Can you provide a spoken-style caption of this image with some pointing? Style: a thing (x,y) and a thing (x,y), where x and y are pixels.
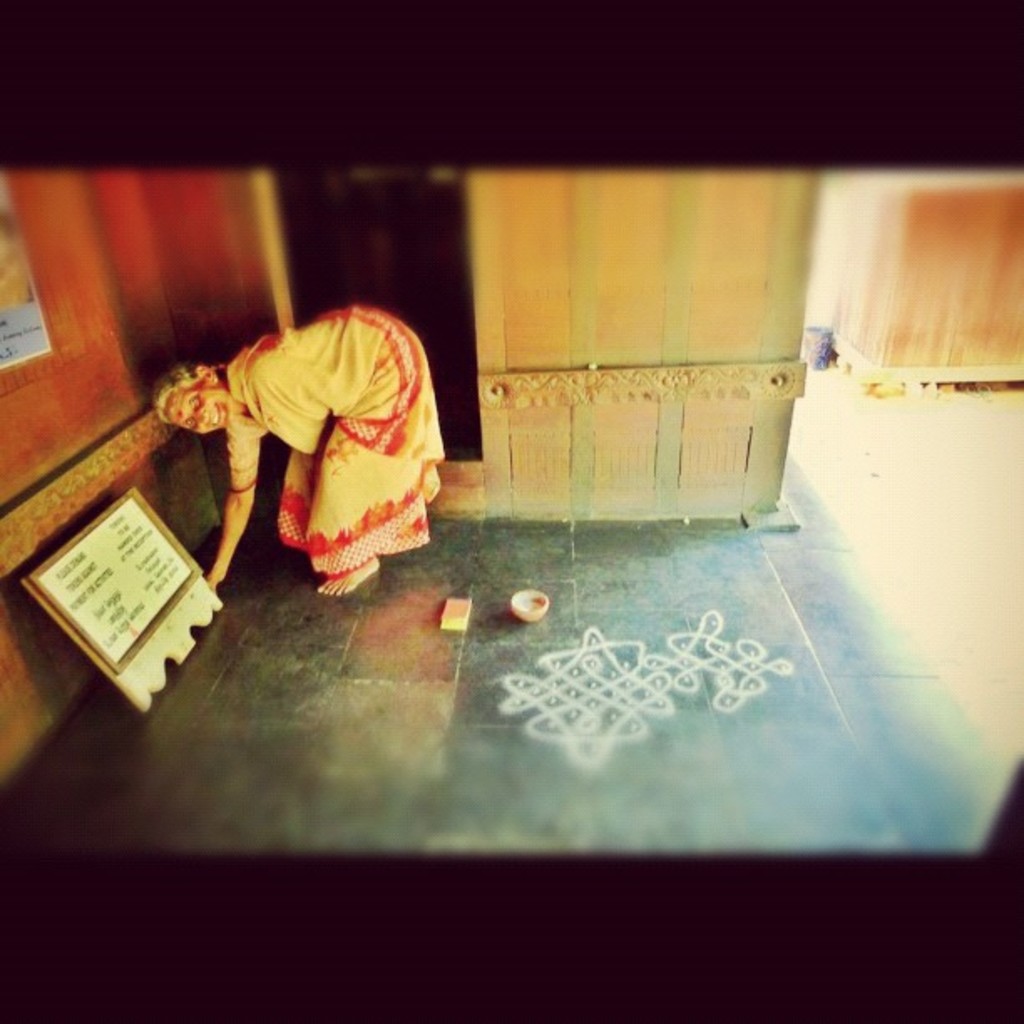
In this image I can see a woman (368,483) bending. There is a board (102,635) on the left (100,654). There is a drawing (574,708) on the floor (560,713).
